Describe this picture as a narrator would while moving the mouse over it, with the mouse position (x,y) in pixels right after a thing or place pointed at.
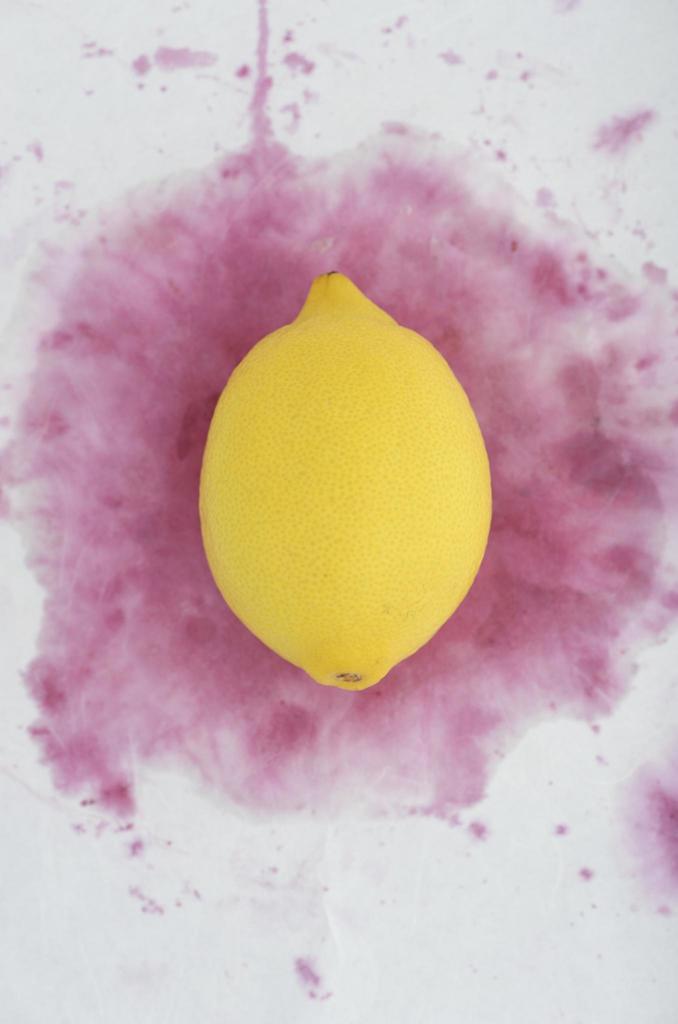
In this image I can see a lemon (412,362) which is yellow in color and I can see the white and pink colored surface (446,357) in the background (180,527).
